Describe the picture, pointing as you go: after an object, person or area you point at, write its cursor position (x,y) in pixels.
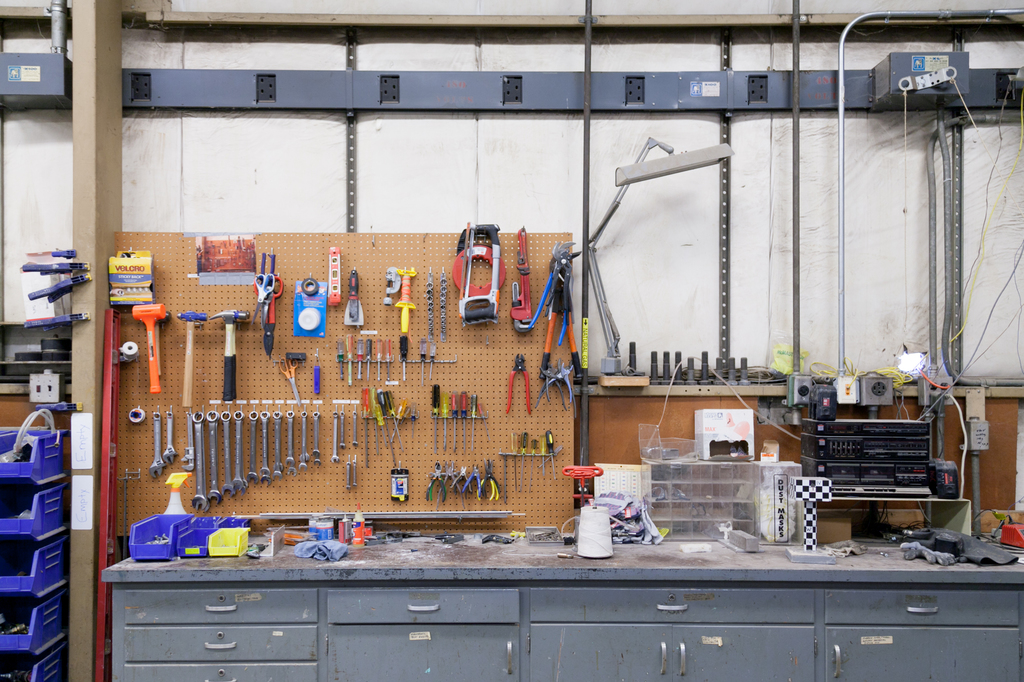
At the bottom of the image (867,604) there is a table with cupboards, bottles (339,525), black machine (861,433) and some other things (1000,549). There is a board (364,438) behind the table (524,536) with hammers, screwdrivers (454,399), cutting pliers (540,398), scissors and many other tools (461,284). Behind the board (394,354) there is a wall (785,64) with pipes (797,57), poles (798,62), wires (817,371) and a box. And also there are many other things (678,171) on the wall (15,414). On the left of the image (31,467) there are blue boxes (28,508) and also some other things (68,406). There is a wooden pole (95,259) with a few things (83,270) on it.
